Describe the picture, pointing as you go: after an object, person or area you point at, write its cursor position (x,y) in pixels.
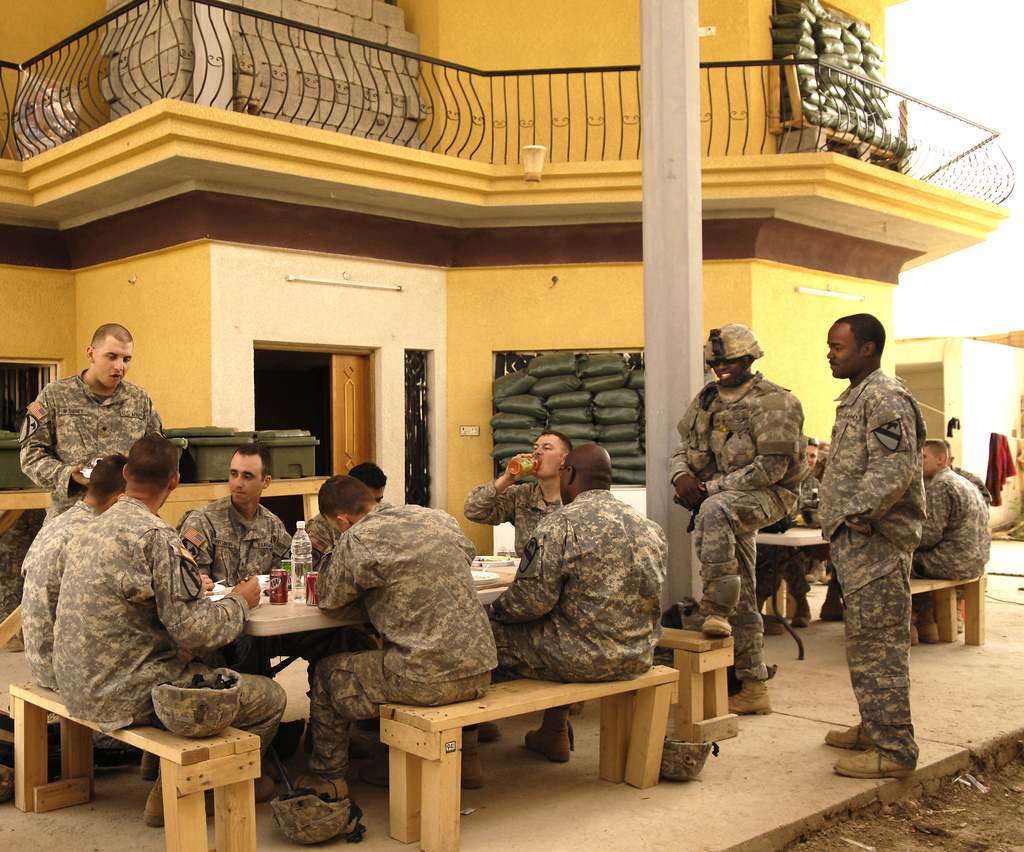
In the given image we can see that, the army people (342,588) are sitting and some of them are standing. These are the water bottles (305,563), beside them there is a building (438,282) and a pole (651,222).
